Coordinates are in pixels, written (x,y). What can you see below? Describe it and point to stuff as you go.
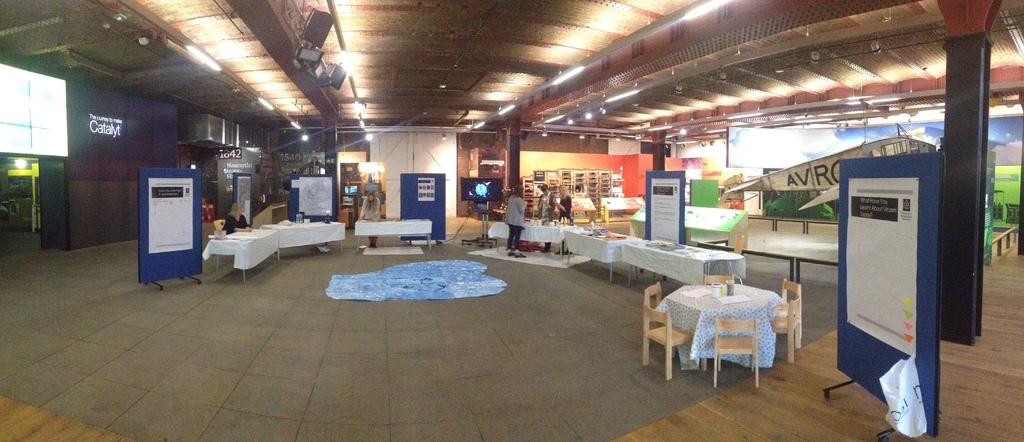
This picture was taken from inside the room (700,142). At the right side of the image (691,301) there is a dining table (713,298), tables (668,257). In front of the tables (536,227) few people (540,214) were standing and on top of the table (554,234) there are few objects (588,232). There is an aeroplane (785,175) at the right side of the image (823,183). On left side of the image (171,268) there are few boards (201,212). On top of the roof (471,50) there are ceiling lights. At the center of the image (476,194) there is a television (476,186).
